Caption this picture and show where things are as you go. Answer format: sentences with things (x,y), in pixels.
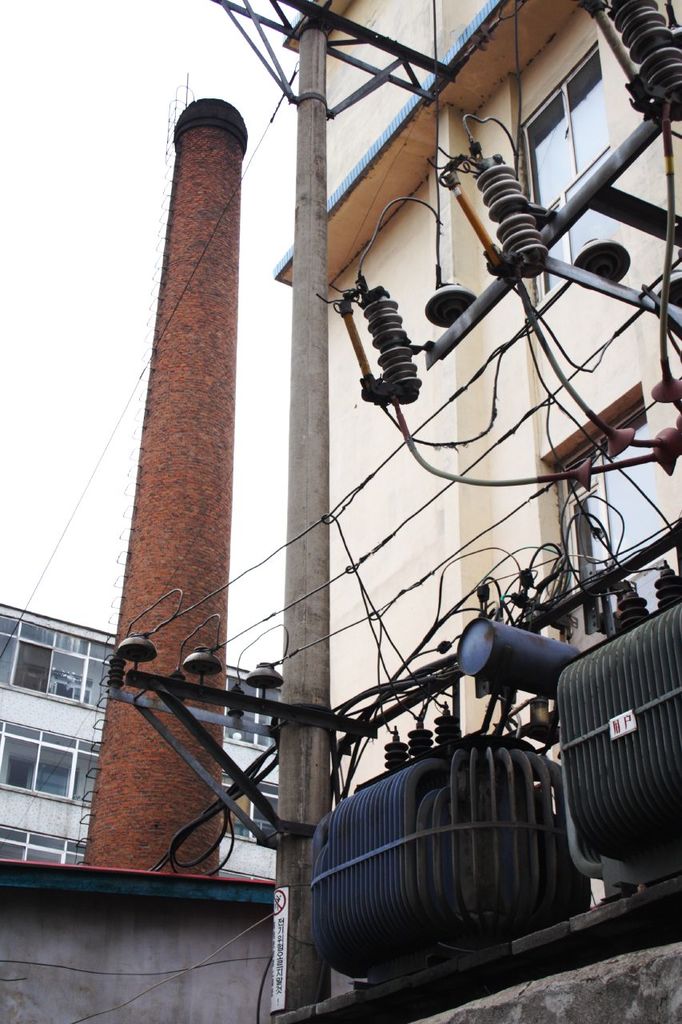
In this picture we can see the transformers (541,658), poles (304,472), wires (585,516). In the background of the image (466,498) we can see the buildings (350,539), windows (43,776), wall (97,720). At the top of the image (124,38) we can see the sky (114,345).
